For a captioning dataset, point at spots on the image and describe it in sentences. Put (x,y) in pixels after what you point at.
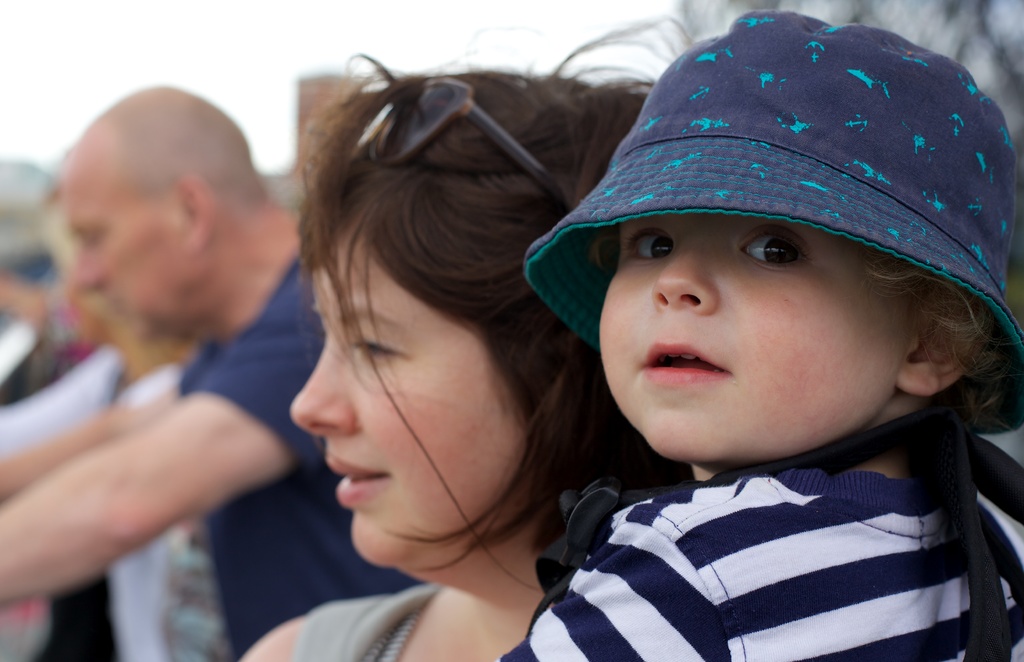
In this image we can see man (293,493), woman (461,517) and girl (681,580). Girl (716,541) is wearing blue and white color jacket (832,551) with hat (821,179) and the woman (404,622) is wearing grey color top (369,639). The man (297,571) is wearing dark blue color t-shirt (287,523).
